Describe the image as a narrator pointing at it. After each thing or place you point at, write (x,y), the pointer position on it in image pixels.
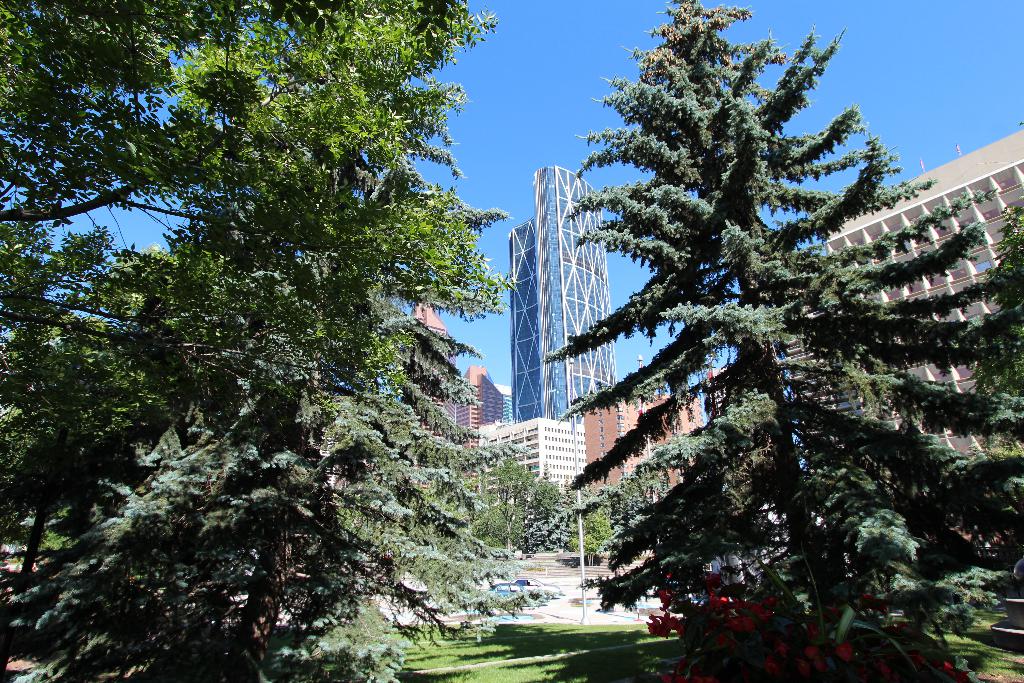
in this image there are some trees (288,534) at left side of this image (290,348) and right side of this image (858,482), and there are some buildings (520,433) in the background (684,415). There is a car (515,583) at bottom of this image (535,588). There is a sky (544,66) at top of this image (550,84).
